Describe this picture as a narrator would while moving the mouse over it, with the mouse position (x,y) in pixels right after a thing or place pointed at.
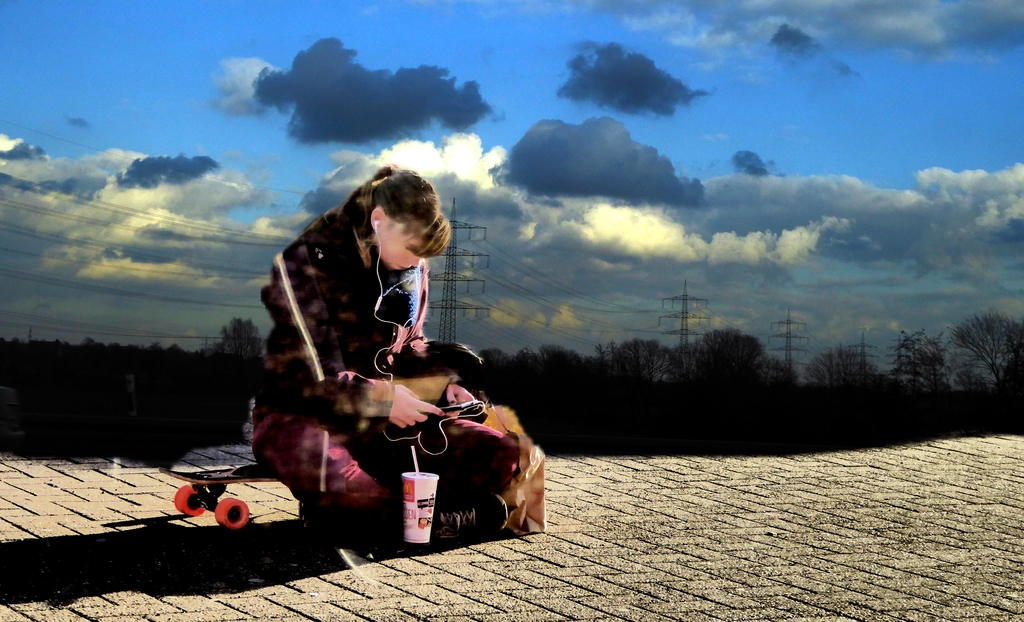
It seems to be an edited image. Here I can see a woman (284,400) sitting on a skateboard (240,514) and looking into the mobile (469,405). Beside her there is a bag (496,418). In front of her there is a paper glass (416,494). In the background (593,399) there are many trees (701,363) and transformers (694,299) along with the cables (565,287). At the top of the image (814,75) I can see the sky (750,72) and clouds (327,102).
